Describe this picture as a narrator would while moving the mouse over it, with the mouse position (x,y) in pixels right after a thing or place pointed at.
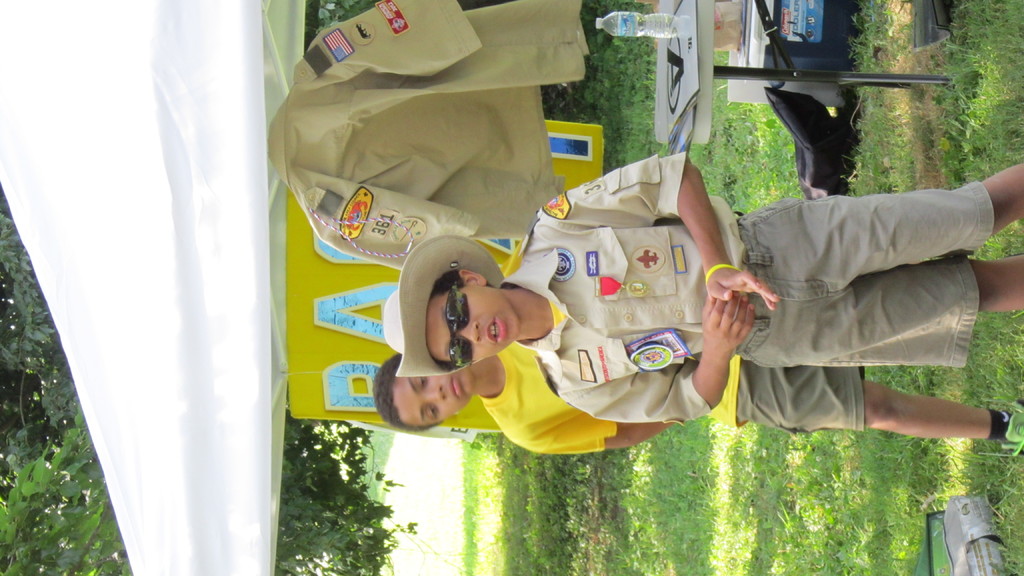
In the foreground of this image (684,208), there are two boys (572,400) standing on the grass (977,389) and in the background (644,24), there is a bottle (670,20) on the table (686,78), a shirt (337,84) and a cardboard (315,311) is attached to the tent (282,344), and the tree (47,466).
